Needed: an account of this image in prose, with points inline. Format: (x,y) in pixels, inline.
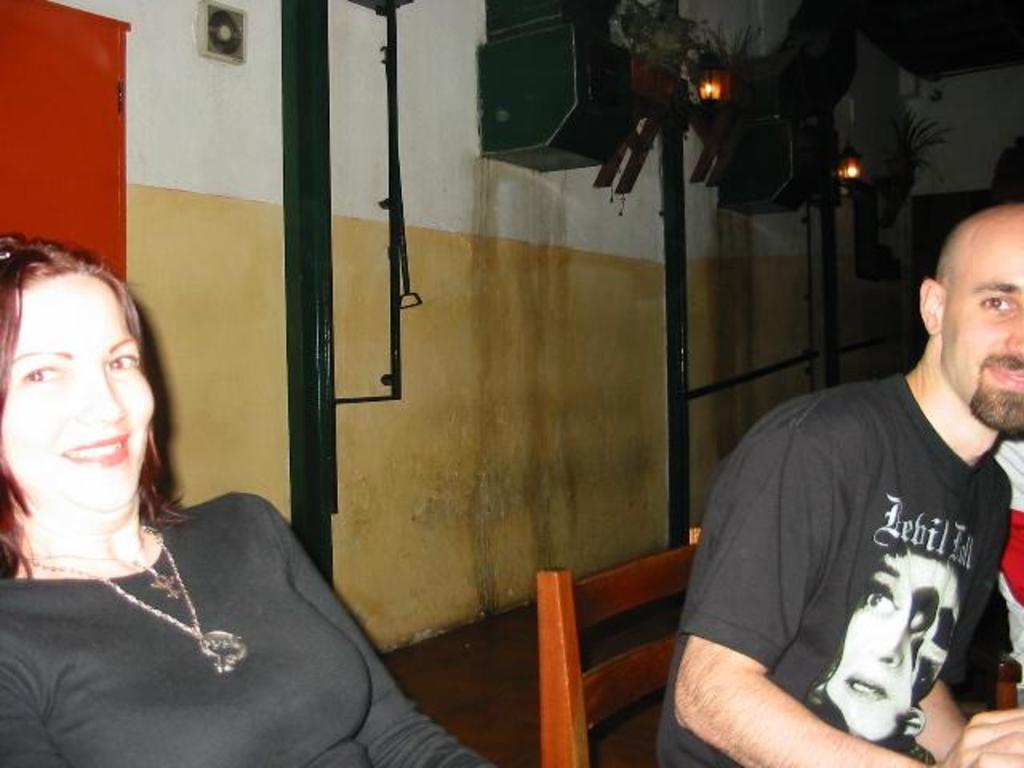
In the image there are two people (195,549) and behind them there is a wall (431,200), there is some equipment (763,145) attached to the wall (838,335).
